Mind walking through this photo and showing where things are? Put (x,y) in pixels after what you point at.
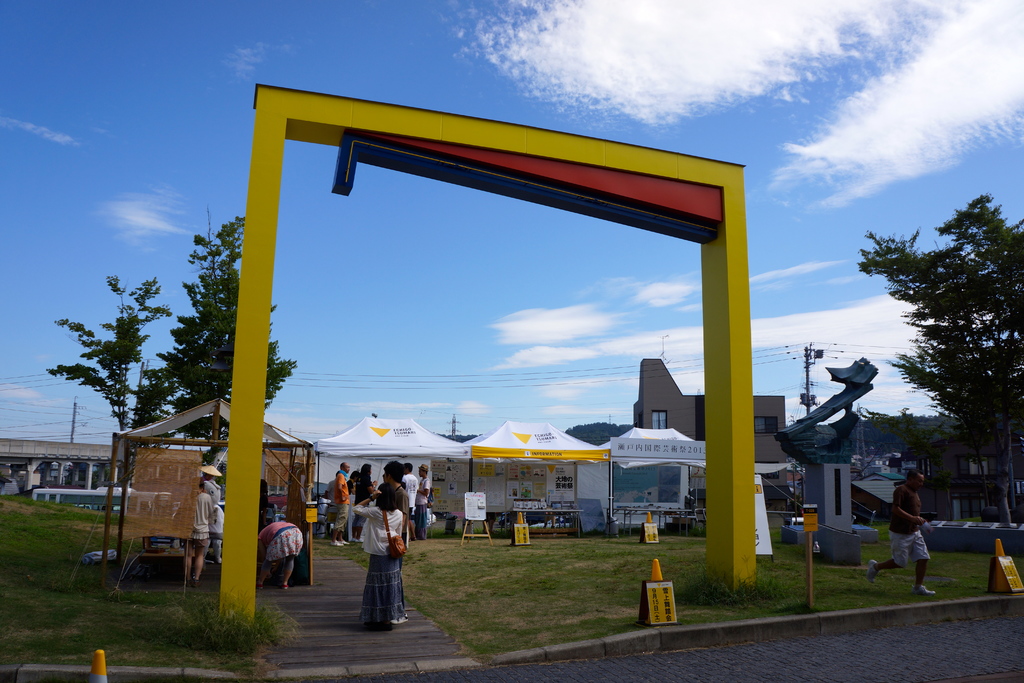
In this image there is sky (141,142), there is tree (191,344), there is a grass (75,522), there is an arch (571,157), there are tents (422,433), there are persons (398,526), there is a board (478,496), there is a building (666,412), there is a pole (805,381), there are wires (378,379), there is a tree (970,370) towards the right of the image (991,397).
